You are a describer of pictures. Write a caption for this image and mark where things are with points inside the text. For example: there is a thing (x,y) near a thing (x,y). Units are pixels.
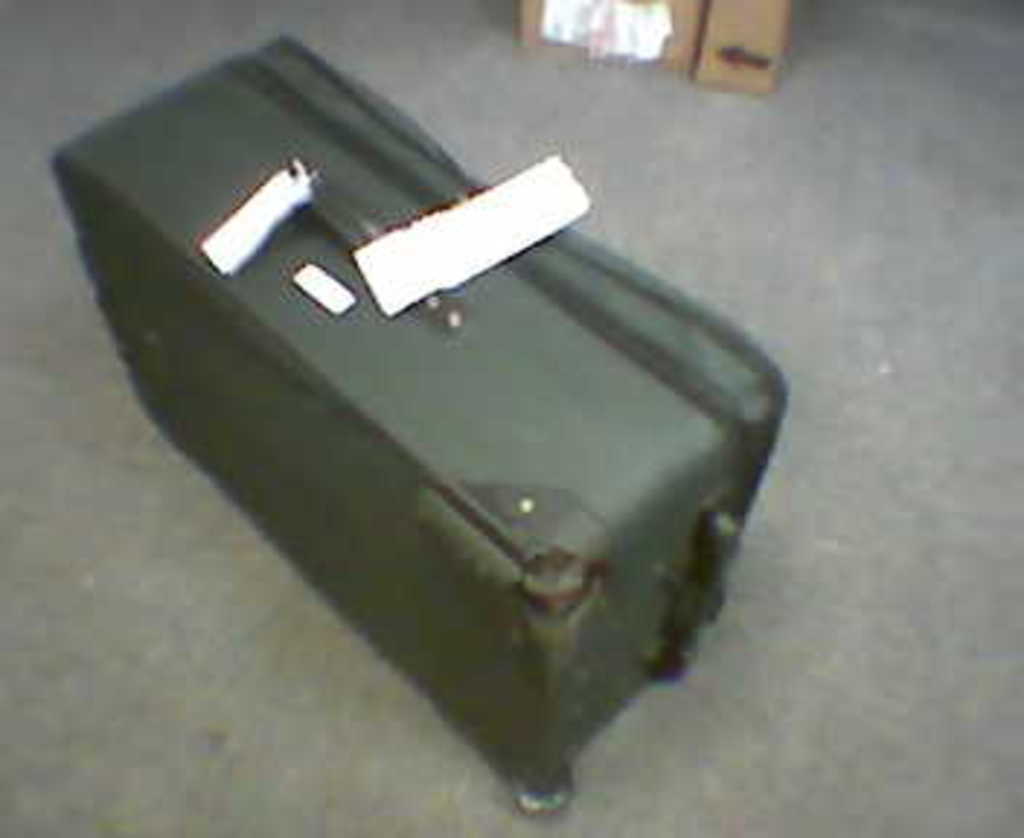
There is a green traveler bag (471,465) with a tag (268,224) on it on the floor (887,426) and there is a cardboard box (715,31) at the back (728,53).
